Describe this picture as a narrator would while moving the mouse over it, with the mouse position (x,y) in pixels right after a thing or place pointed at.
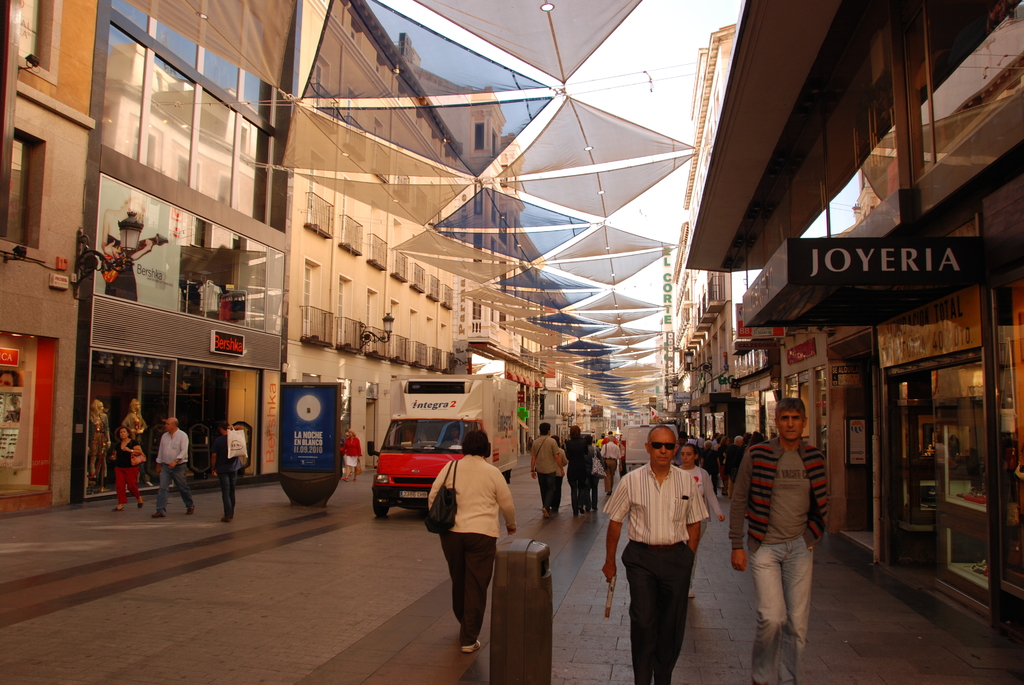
In the image in the center (489,412) we can see few vehicles (497,456) on the road (521,463) and few people (471,484) were walking on the road (526,488) and they were holding some objects (453,502). In the background (468,327) we can see buildings (341,360), banners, sign boards (791,265), lamps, wall (332,350), glass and few other objects (493,273).
